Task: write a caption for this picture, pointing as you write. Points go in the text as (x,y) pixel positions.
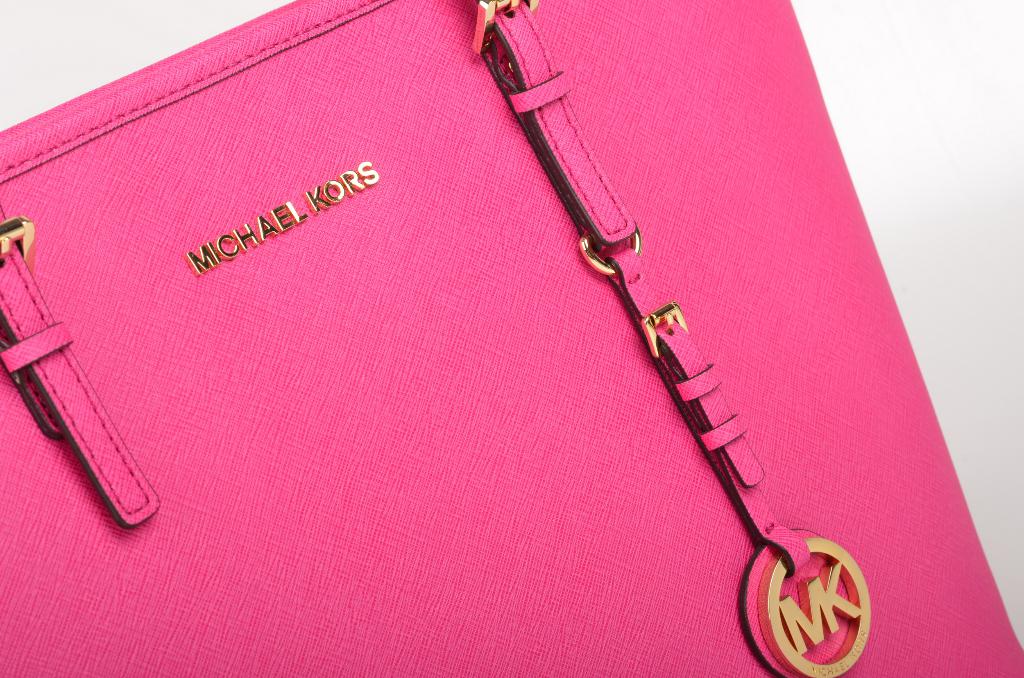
In this image there is a bag (482,438) which is pink in colour with some text (217,256) written on it.
